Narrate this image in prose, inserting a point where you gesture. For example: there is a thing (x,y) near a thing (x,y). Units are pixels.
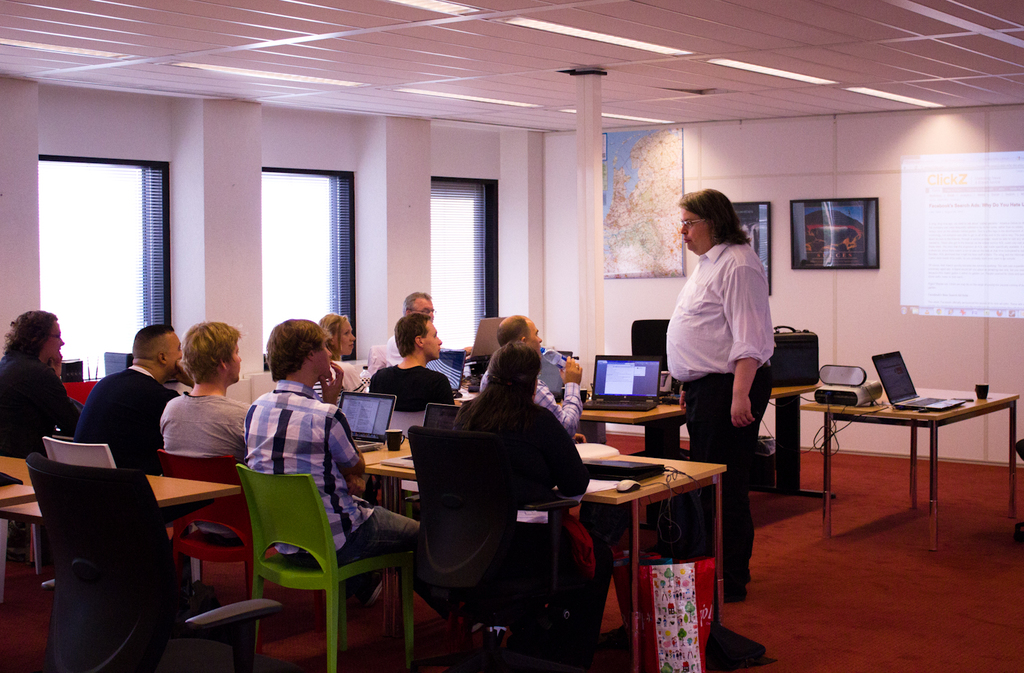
There are group of people (380,345) sitting in chairs (475,454) and there is a table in front of them which has laptops (605,362) on it and there is a person (690,294) standing in front of them and there is a projected image (950,224) in the background (959,235).
